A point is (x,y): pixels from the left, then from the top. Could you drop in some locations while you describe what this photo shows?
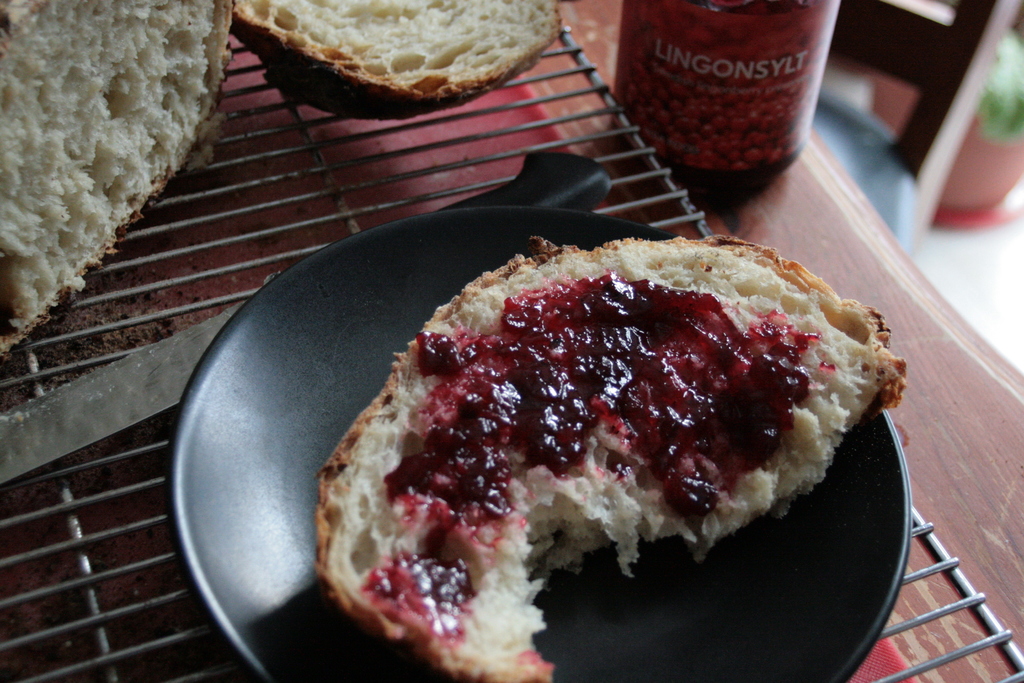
In this picture we can see food (130,89), a knife (32,410) and a plate (242,434) on the grill (77,532). There is a bread (365,494) with jam (464,424) in the plate (311,489). At the top of the image (708,15), there is an object (722,100) on the wooden surface (795,242). In the top right corner of the image (845,39) there is a chair (837,52) and it looks like a flower pot (992,145).
